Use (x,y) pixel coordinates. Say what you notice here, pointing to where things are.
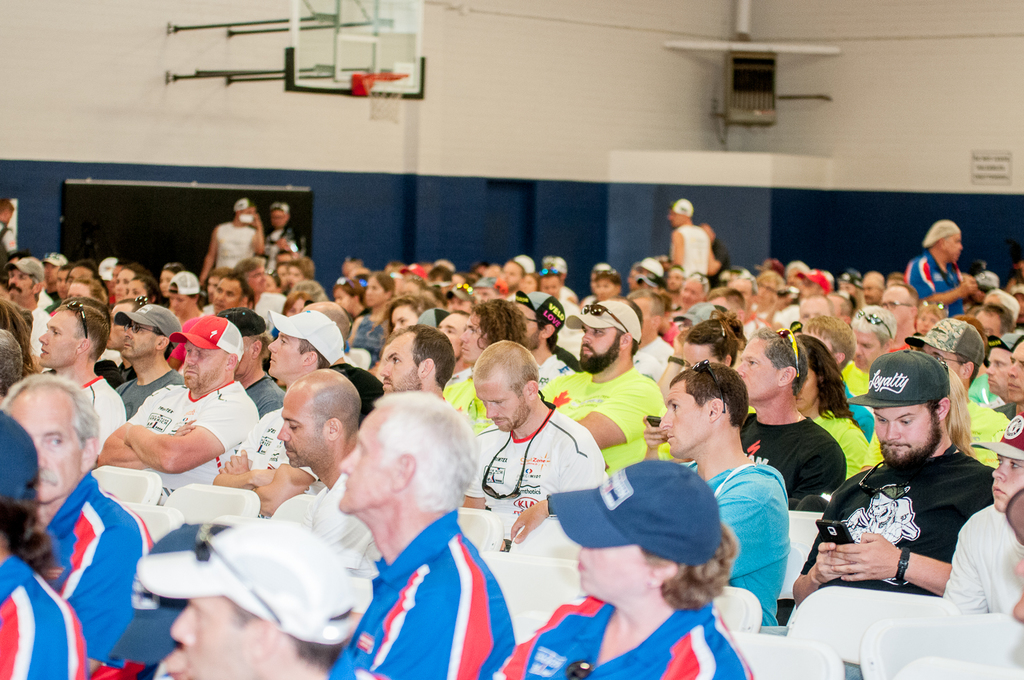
In the picture I can see a group of people (627,666) sitting on the chairs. They are wearing a T-shirt (204,423) and a few of them are wearing a cap (275,321) on their heads (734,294). I can see a man (947,500) on the right side (949,543) is holding a mobile phone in his hands (882,572). I can see the basketball hoop (380,57) at the top of the image (381,70). There is a cooler (744,115) on the top right side (761,55).
